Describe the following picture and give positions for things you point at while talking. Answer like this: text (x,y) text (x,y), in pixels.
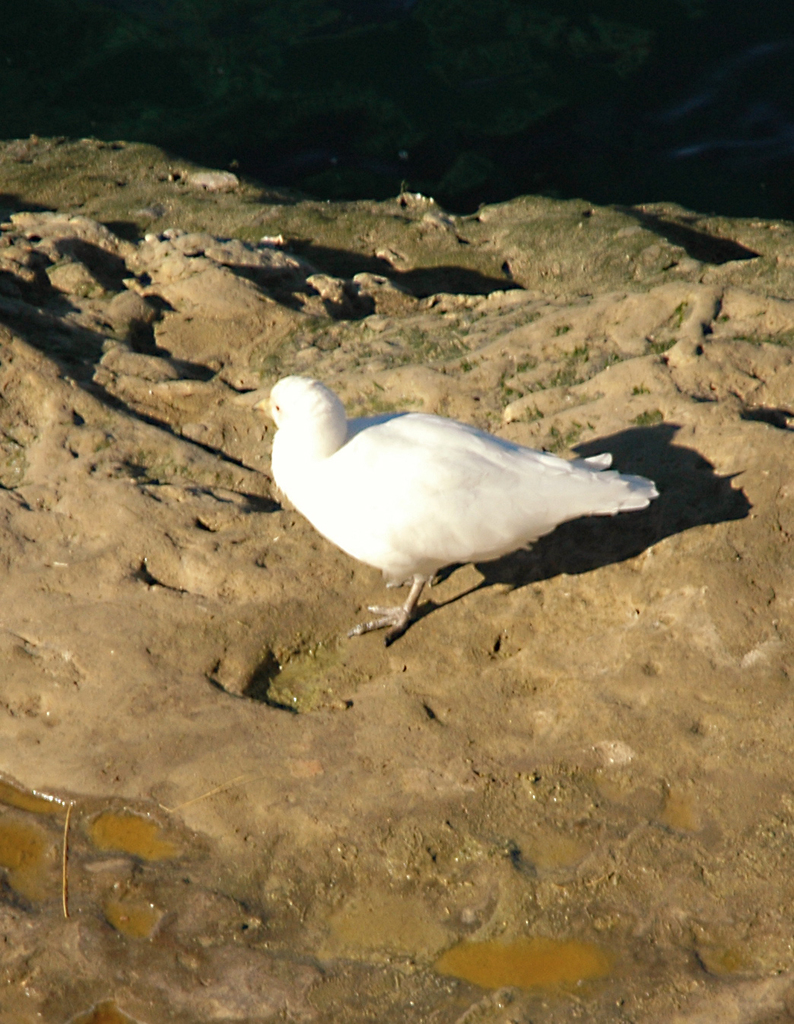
In this image, we can see a white color bird (520,538) on the ground (345,619).
